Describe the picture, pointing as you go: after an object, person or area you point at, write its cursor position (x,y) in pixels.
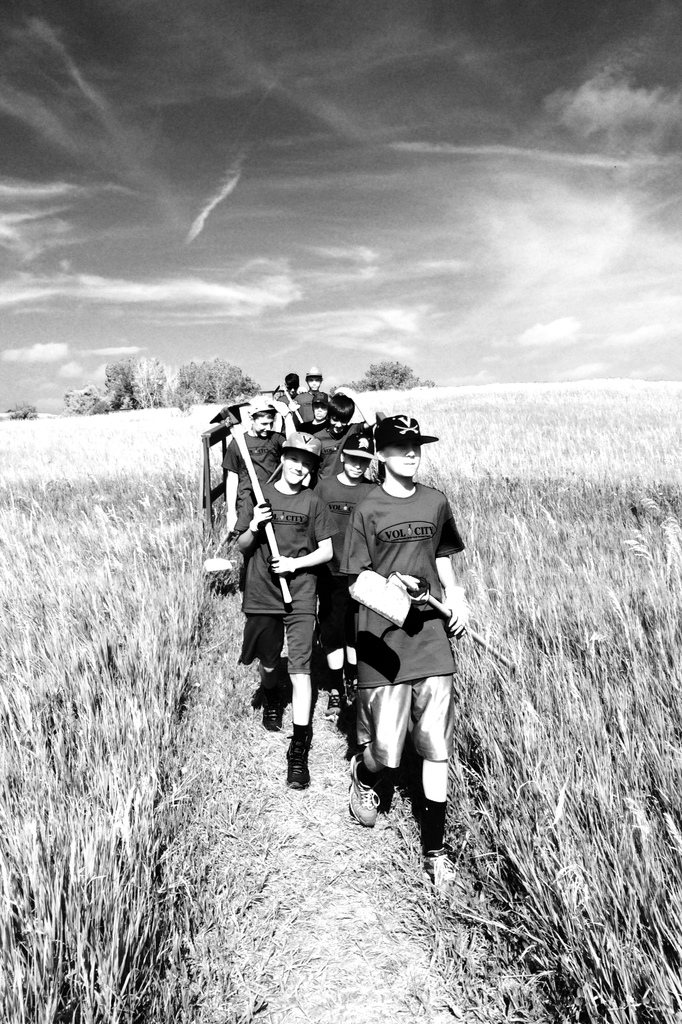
In this picture we can see a group of people (312,392) wore caps (351,445), holding some objects (245,461) with their hands (459,611) and walking on the ground (276,770). In the background (195,453) we can see the grass (422,472), trees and the sky (344,233).
